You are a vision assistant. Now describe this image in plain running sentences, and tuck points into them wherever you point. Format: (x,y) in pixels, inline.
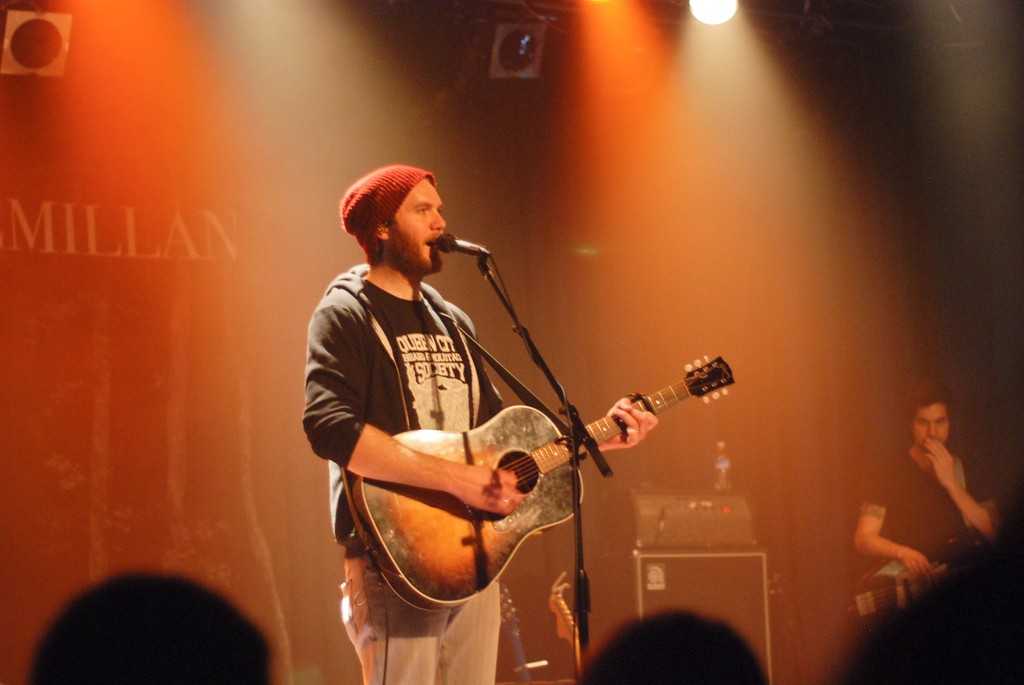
This person (376,399) standing and holding guitar (487,546) and singing. There is a microphone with stand (577,503). We can see electrical device (674,511) and bottle (726,468) on the table (715,574). There is a person (912,522) holding musical instrument (897,589). These are audience (658,630). On the background (712,89) we can see focusing light (593,36).
